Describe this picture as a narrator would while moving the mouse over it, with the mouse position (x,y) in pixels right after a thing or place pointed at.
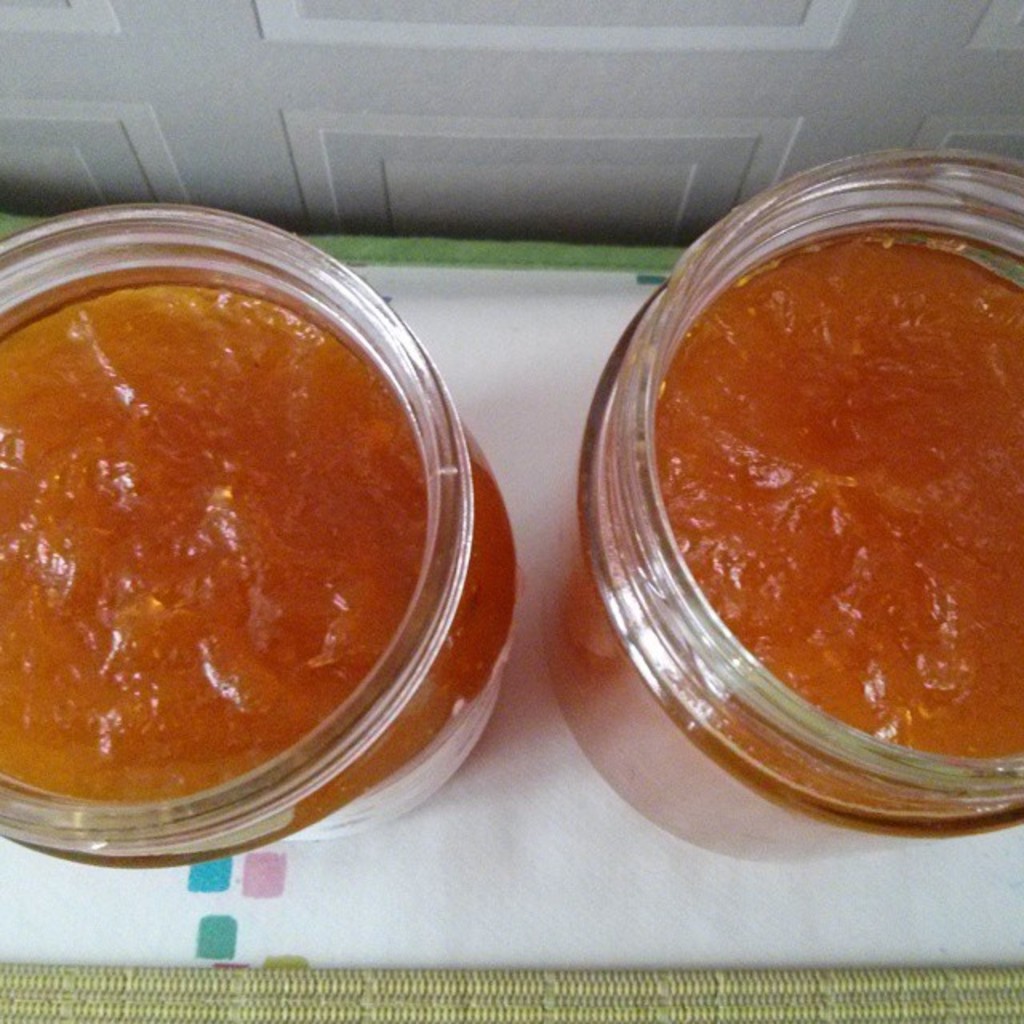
In this picture I can see the food item (423,522) in the glass jars (434,552) on the surface (533,693).
